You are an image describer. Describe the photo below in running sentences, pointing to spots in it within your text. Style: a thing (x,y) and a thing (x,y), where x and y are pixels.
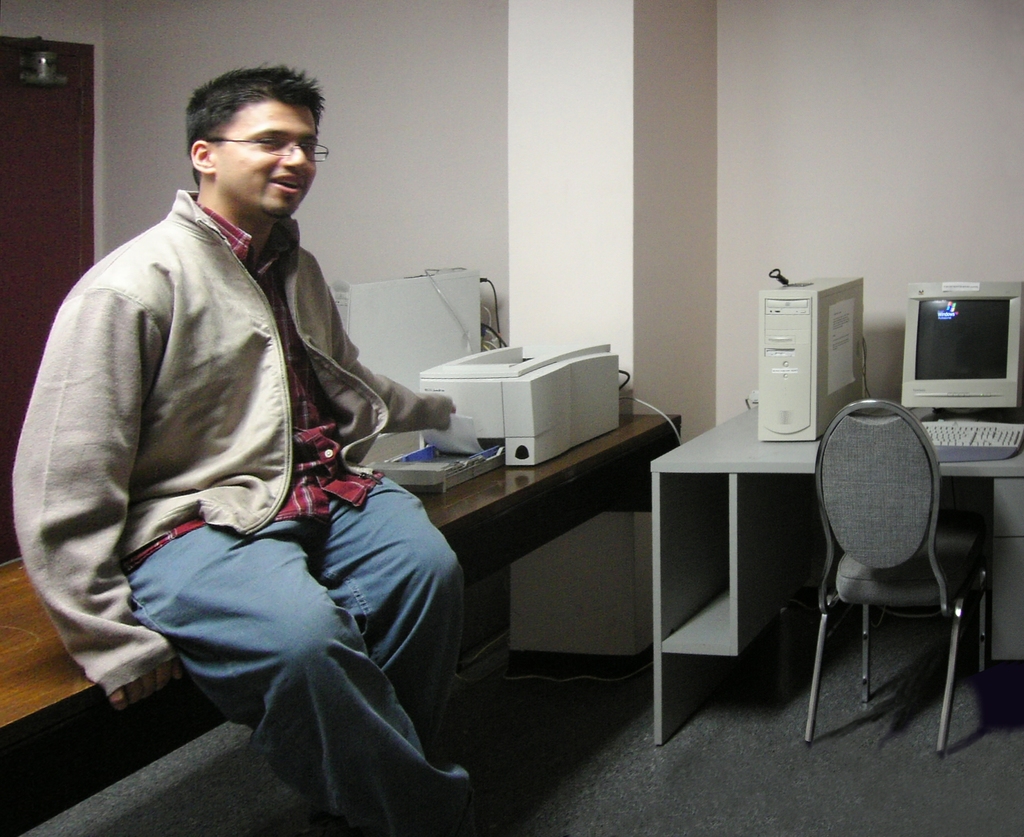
In this image I can see a man (437,834) is sitting on a table (99,704), I can also see he is wearing a specs (315,150). In the background (972,318) I can see a computer system (972,423) and a chair (908,503).
